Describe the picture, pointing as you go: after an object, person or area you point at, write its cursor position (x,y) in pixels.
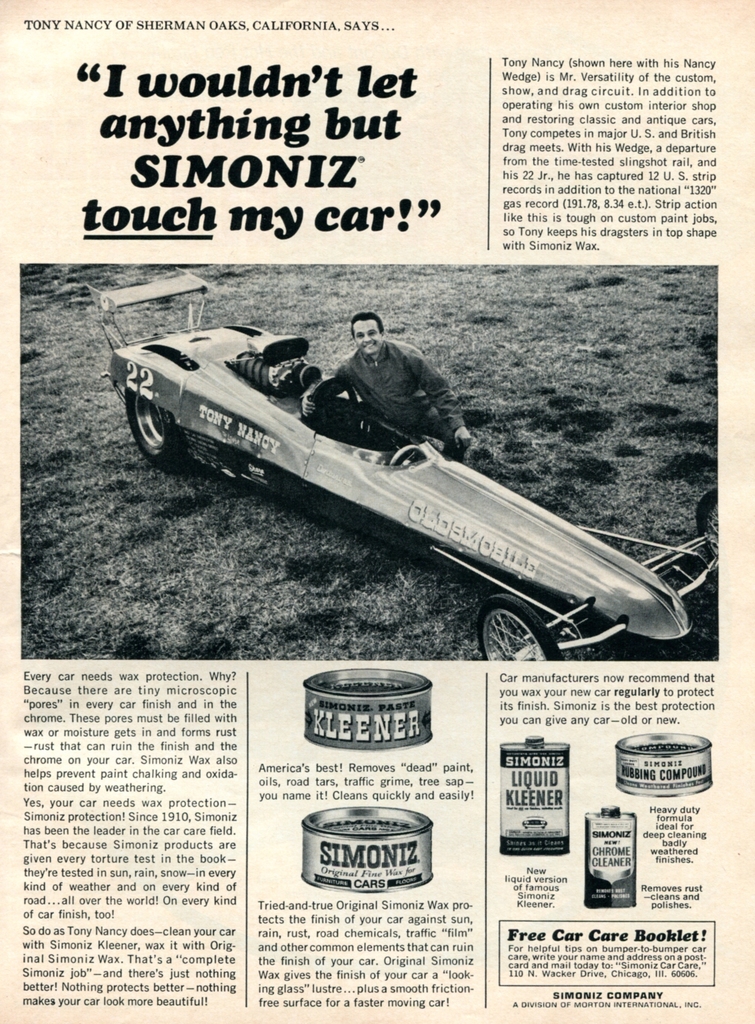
In this image I see the article (478,179) on which there are words (543,108) written and I see a picture (444,363) in which I see a car (247,421) and a man (423,420) over here and I see that the man (389,369) is smiling and I see few cans (418,738) and bottles (542,791).
